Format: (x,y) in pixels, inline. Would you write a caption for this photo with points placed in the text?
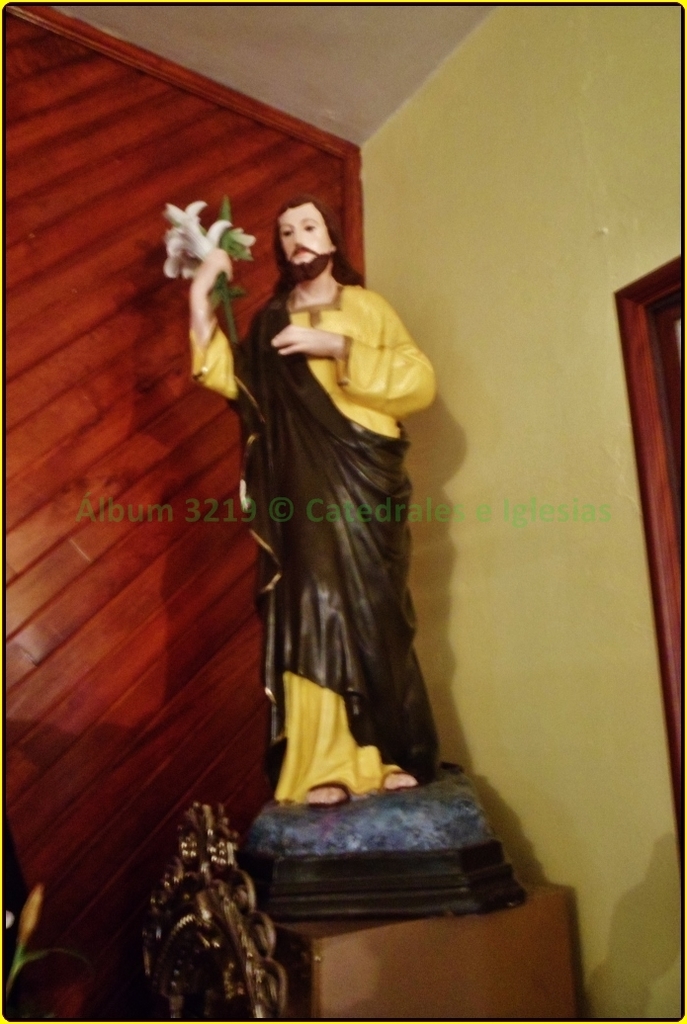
In the center of the image (370,346) there is a statue (402,793). In the background of the image (445,257) there is wall (487,458). There is a wooden surface (40,537). At the top of the image (311,30) there is ceiling (409,57).
